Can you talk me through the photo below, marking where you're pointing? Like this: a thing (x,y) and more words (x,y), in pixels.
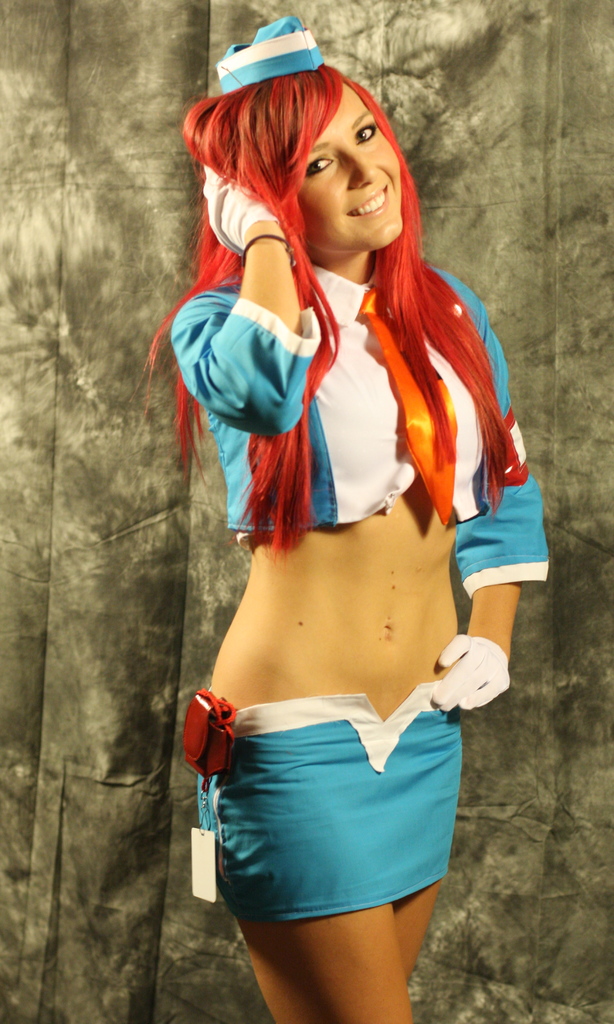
In the center of the image (352,480) there is a woman (401,518) with blue hat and she is smiling. In the background (125,173) there is cloth (116,464).
